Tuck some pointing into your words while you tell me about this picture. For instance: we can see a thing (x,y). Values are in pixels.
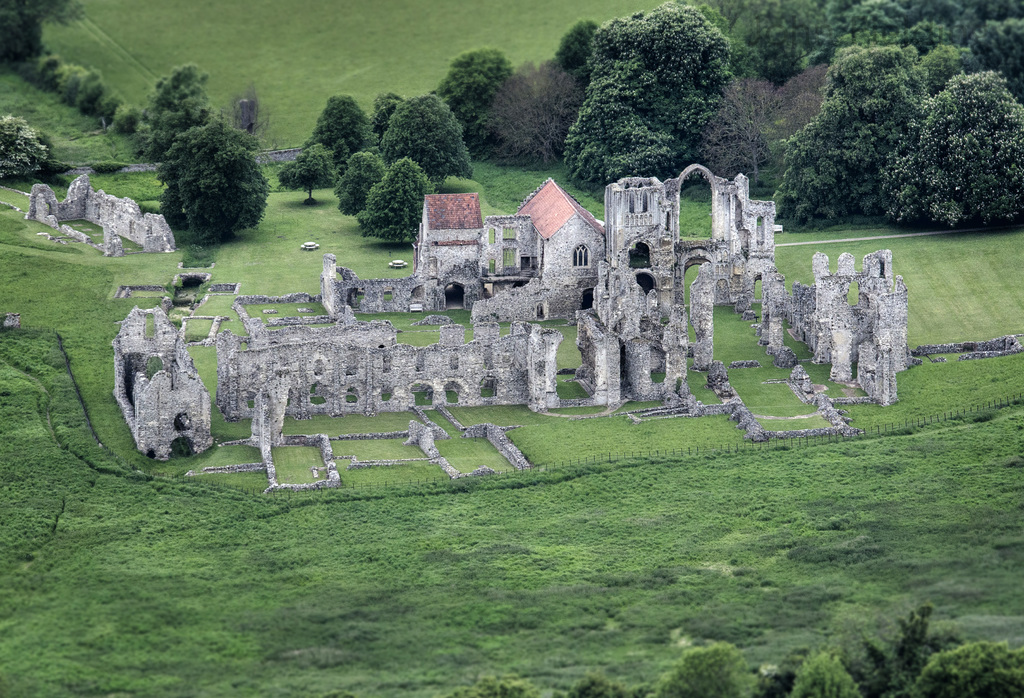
In this picture I can see some houses (564,207), wall (392,381) with windows (312,394), around I can see full of grass (58,570) and trees (741,158).
